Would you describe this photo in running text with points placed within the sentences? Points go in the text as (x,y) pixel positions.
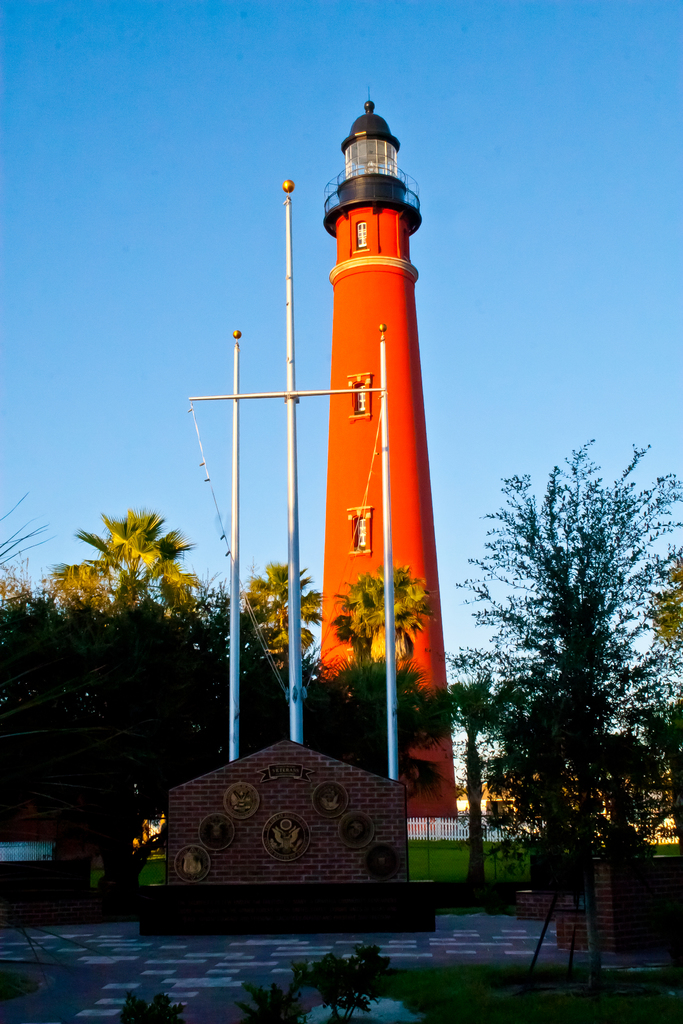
In this image we can see the light house (386,303), trees (407,636), fence (460,828), grass (638,1002), plants (294,984), rods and also the concrete structure (182,816). We can also see the path (61,962), sky (275,279) and also the brick wall (635,873).
